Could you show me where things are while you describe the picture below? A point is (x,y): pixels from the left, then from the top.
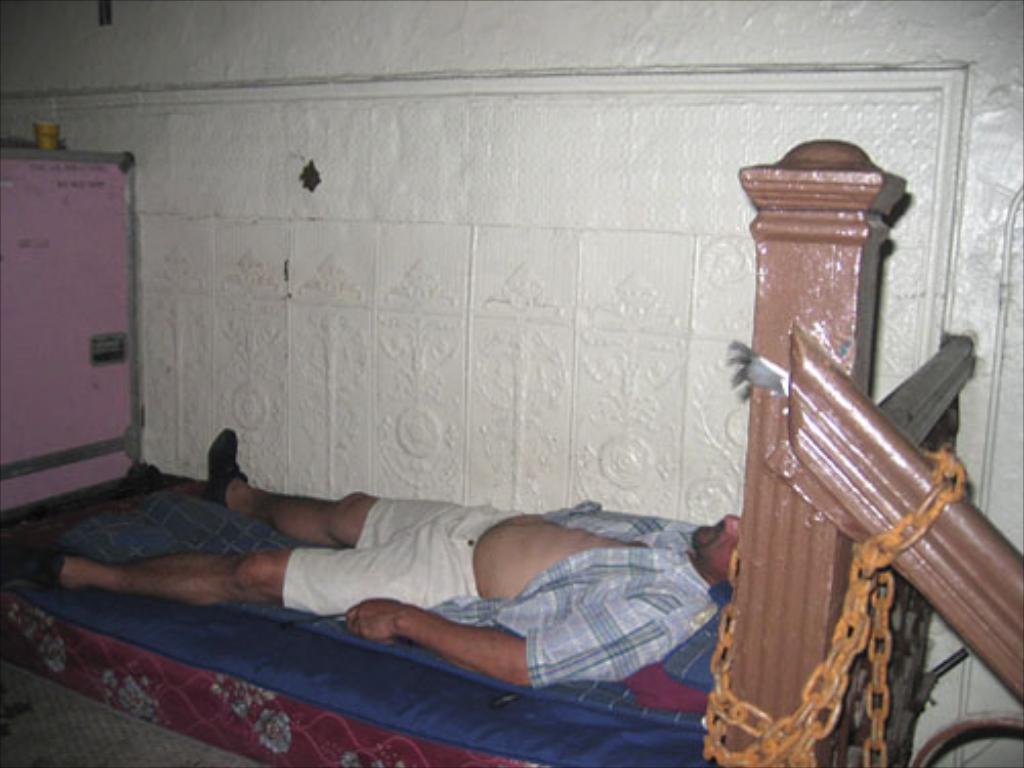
In this image there is a man (437,569) sleeping on the bed (318,728) which is on the floor (49,724). Beside the man (383,530) there is a wall (445,239) and wooden railing (824,544) to which there is a chain (845,661).
